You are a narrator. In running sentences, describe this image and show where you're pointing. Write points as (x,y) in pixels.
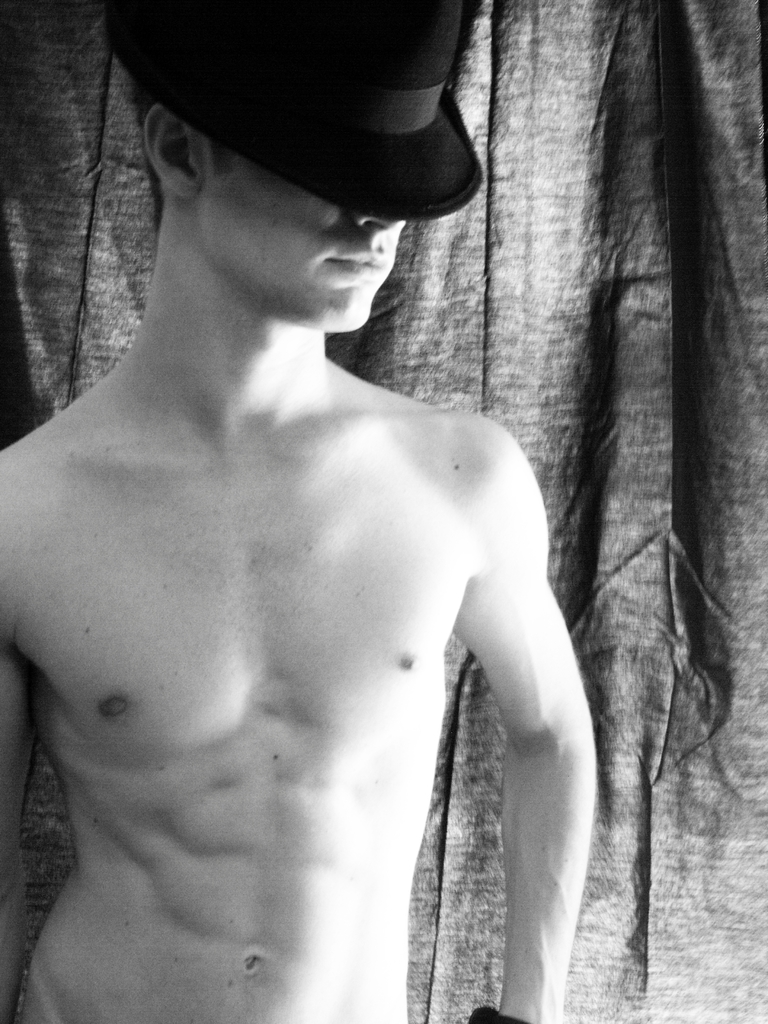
This is a black and white picture. In this picture there is a person (303,939) wearing hat (306,112), behind him there is a curtain (548,301).
